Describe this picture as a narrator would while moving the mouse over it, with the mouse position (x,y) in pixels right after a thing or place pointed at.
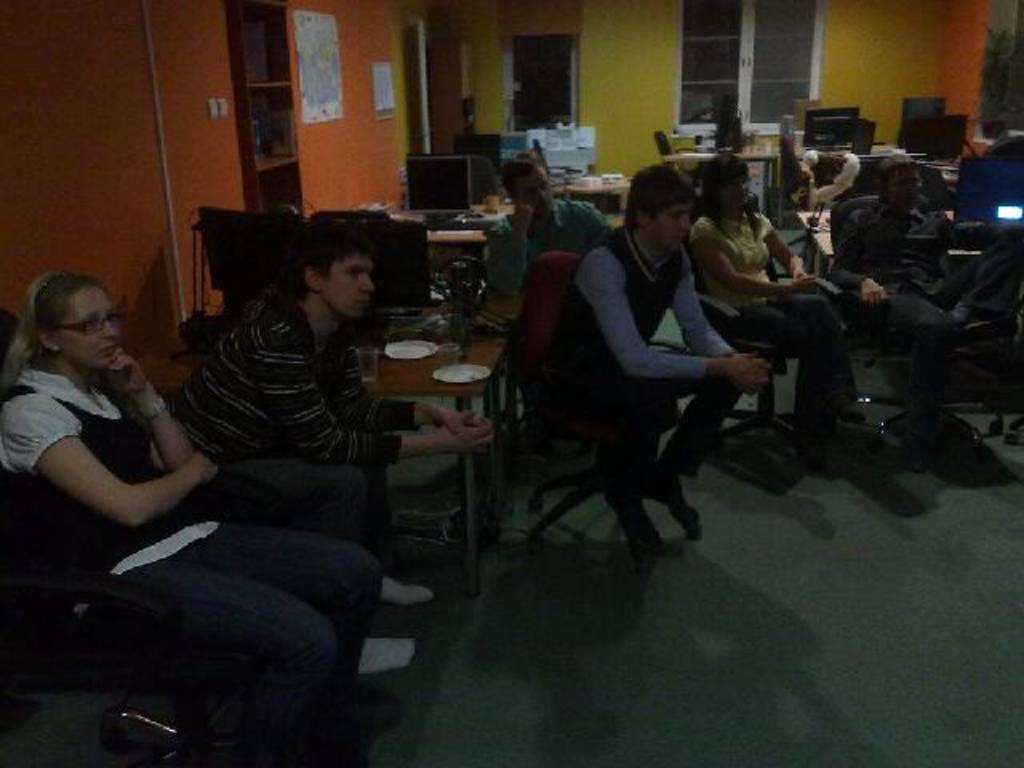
In this picture there are people (186,551) sitting on the chairs (549,317) and in the background (931,145) there are tables (458,232) on top of which monitors (481,159) are there. To the left side (250,36) there is an orange wall (144,193) and a wooden shelf (281,139) in which objects (263,147) are filled. In the background (561,59) we observe glass door (540,59) and a window (736,58).
